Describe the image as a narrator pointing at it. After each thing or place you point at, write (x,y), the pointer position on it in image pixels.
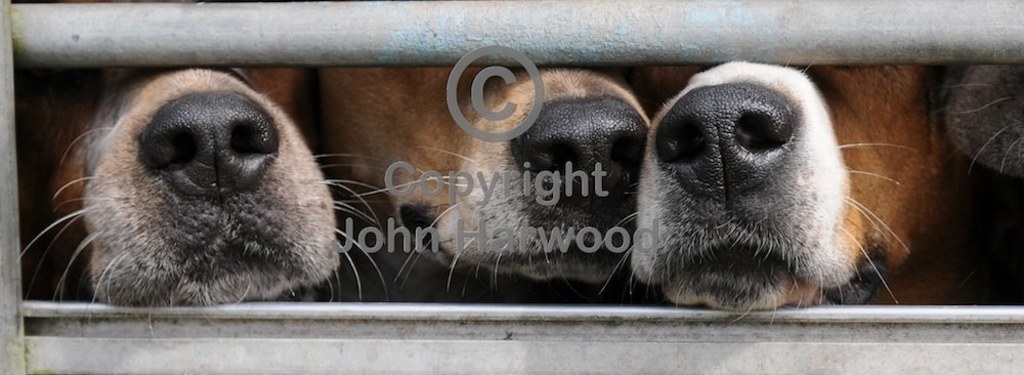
In this image we can see three dogs (624,259) though their faces (536,96) are not visible. Here we can see the noses (185,112) and mouths (588,228) of dogs (902,105). Here we can see the metal pole fence (669,37).
